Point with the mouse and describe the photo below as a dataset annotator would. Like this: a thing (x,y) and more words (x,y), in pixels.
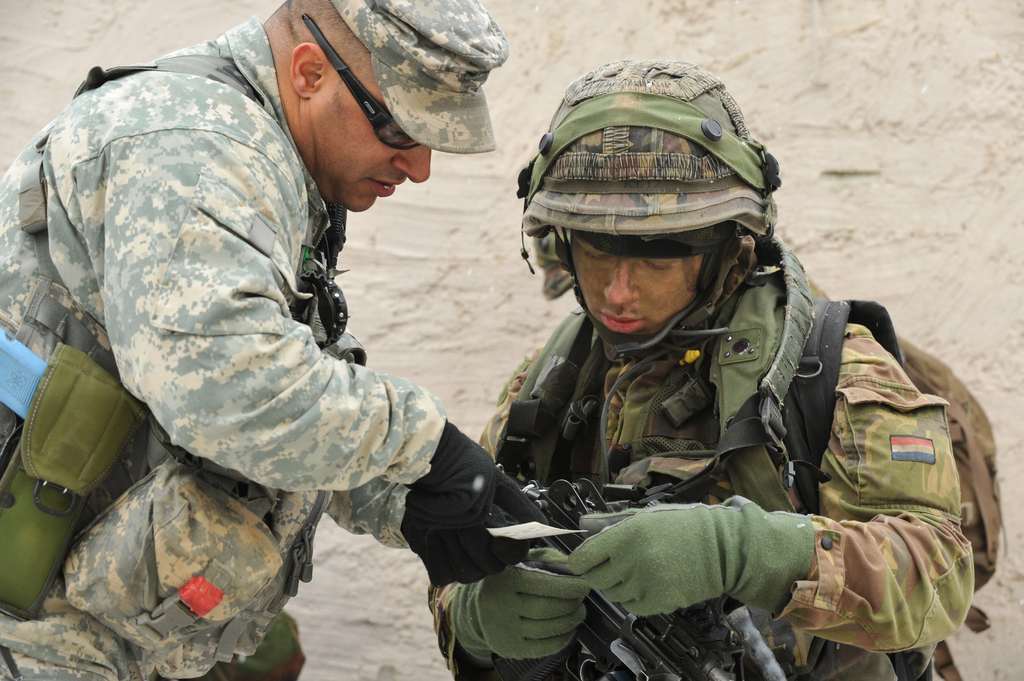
In this picture I can see there are two men (438,399) standing and they are wearing army uniforms (204,423) and they are having bags (128,541). There are having weapons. The person (382,66) on to left (323,37) is wearing a cap (435,21) and spectacles (373,98) and there is a another person (586,141) standing on to right (699,208) and he is wearing a helmet (606,217) and there is a wall (320,666) in the backdrop (305,679).
